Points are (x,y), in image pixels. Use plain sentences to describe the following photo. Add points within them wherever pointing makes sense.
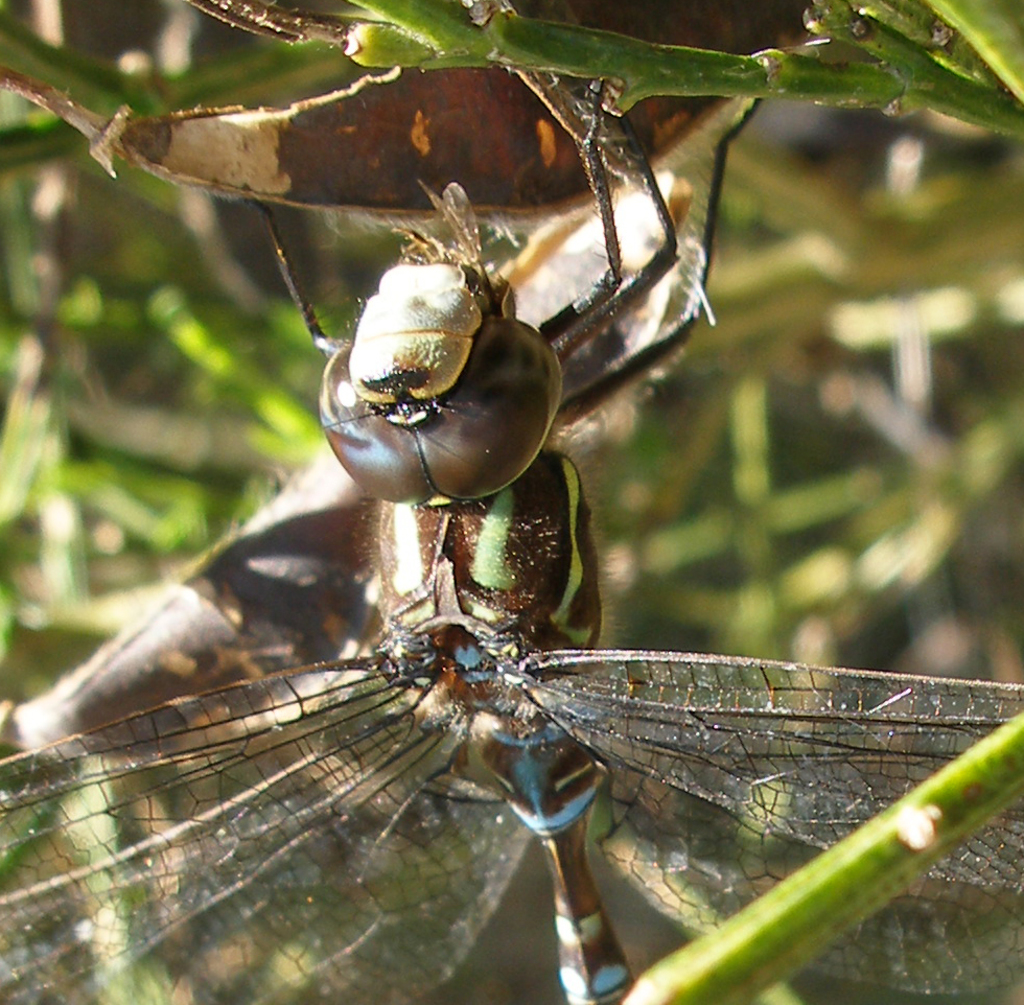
This image is taken outdoors. In the background (331,298) there is a plant (4,270). In the middle of the image (501,408) there is a dragonfly (425,711) on the leaf (370,156).
